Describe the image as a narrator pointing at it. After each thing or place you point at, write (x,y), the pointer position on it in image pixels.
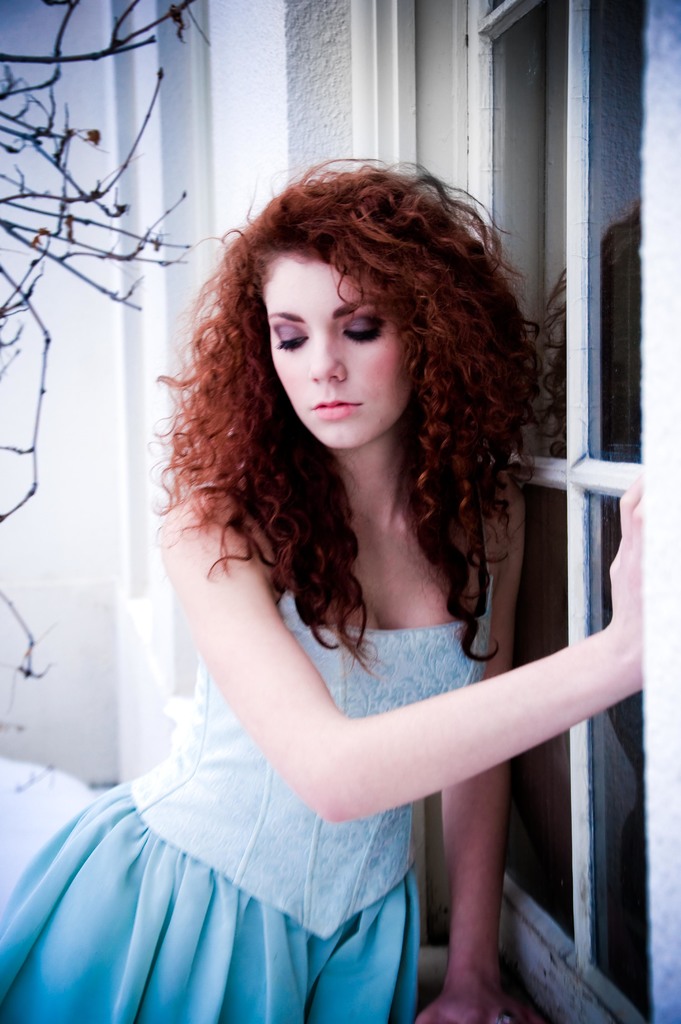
This is the woman (248,822) standing. She wore a blue dress (207,844). This looks like a window (580,330) with a glass door (590,382). At the left side of the image (54,76), I can see the stems (53,212) of a tree (49,84). This is the wall (255,107).
